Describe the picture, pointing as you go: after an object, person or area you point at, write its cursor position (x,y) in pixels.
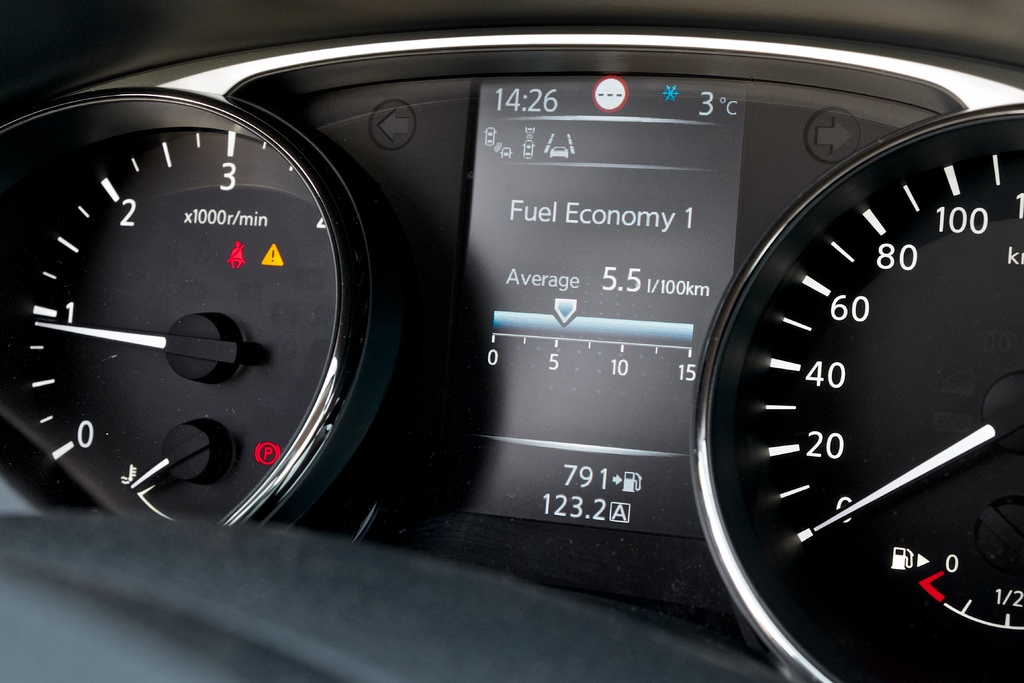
In this image I can see the speedometer (731,540) of the vehicle (388,280) which is in black and white color.
